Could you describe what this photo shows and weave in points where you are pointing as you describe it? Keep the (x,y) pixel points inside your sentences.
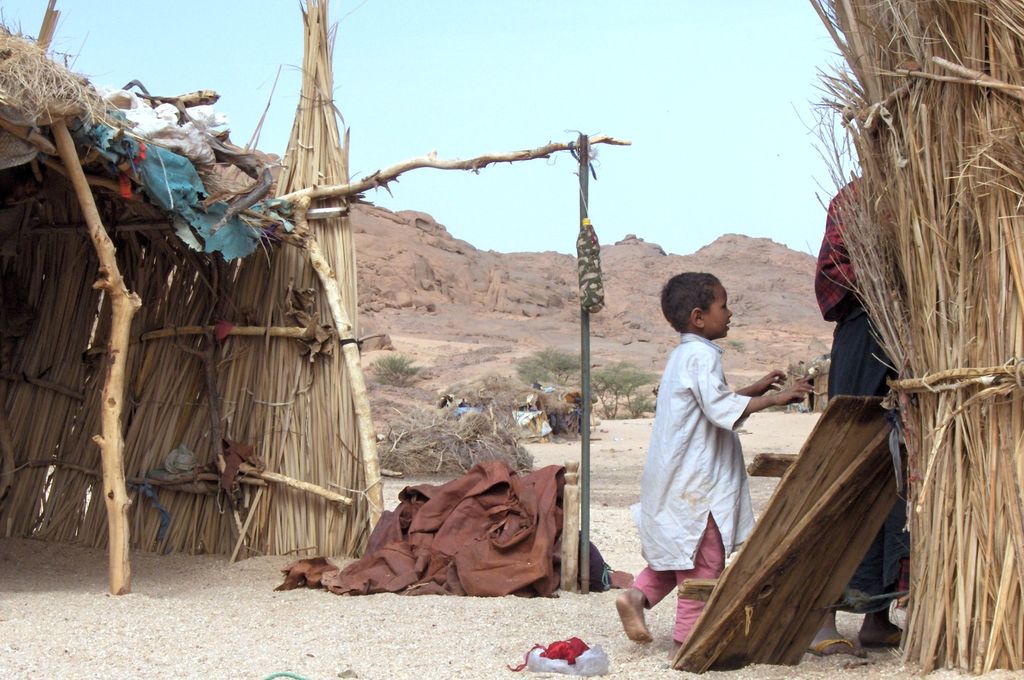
In the foreground of this picture (691,282), there are two huts (1018,265), a wooden plank (784,596), a boy (697,324) and a woman (865,360) standing on the sand (791,451), a bottle (585,244) hanging to a pole (587,193) and a brown carpet (464,535) on the ground (615,496). In the background (552,358), we can see trees (552,358), huts (564,400), cliffs (608,350), and the sky (525,84).
